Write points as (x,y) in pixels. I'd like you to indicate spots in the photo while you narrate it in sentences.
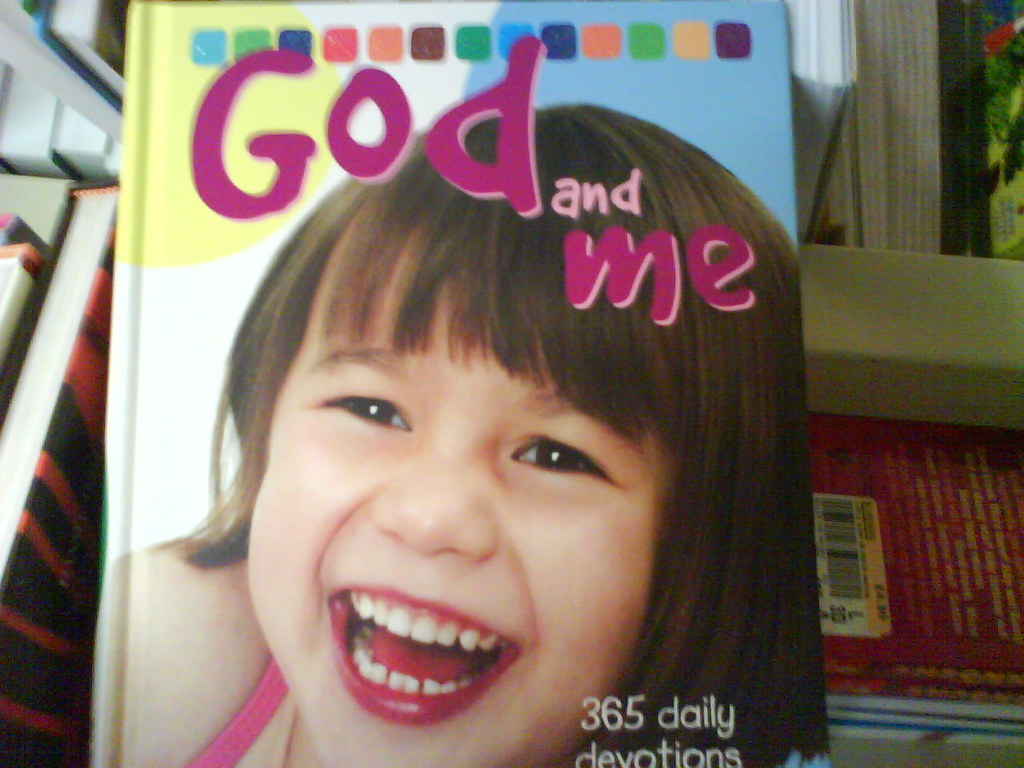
In this image we can see a book (464,209) with text (596,268) and image (506,517) of a person (535,555) and in the background (103,75) there are few books (78,155) in the shelf (851,311).
